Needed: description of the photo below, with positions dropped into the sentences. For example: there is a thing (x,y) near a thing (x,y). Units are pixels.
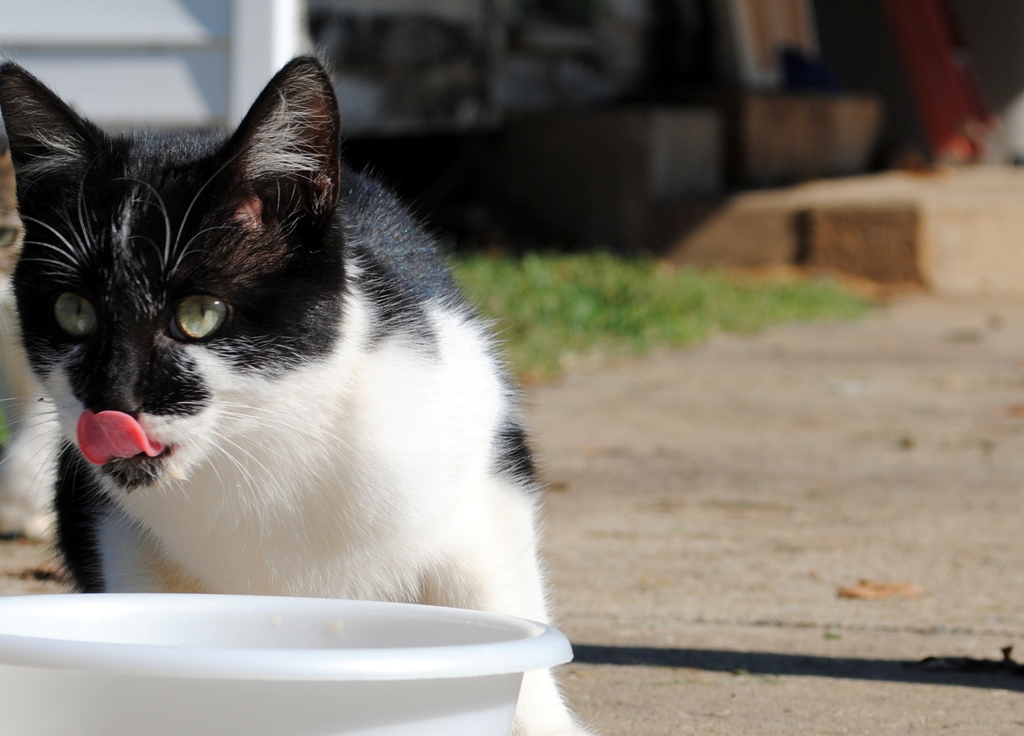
On the left side of the image (237,380), we can see a cat (265,382) and white object (294,647). Background (776,221) there is a blur view. Here we can see another cat (23,390), grass (595,298), walkway (871,473) and few objects (637,135).
